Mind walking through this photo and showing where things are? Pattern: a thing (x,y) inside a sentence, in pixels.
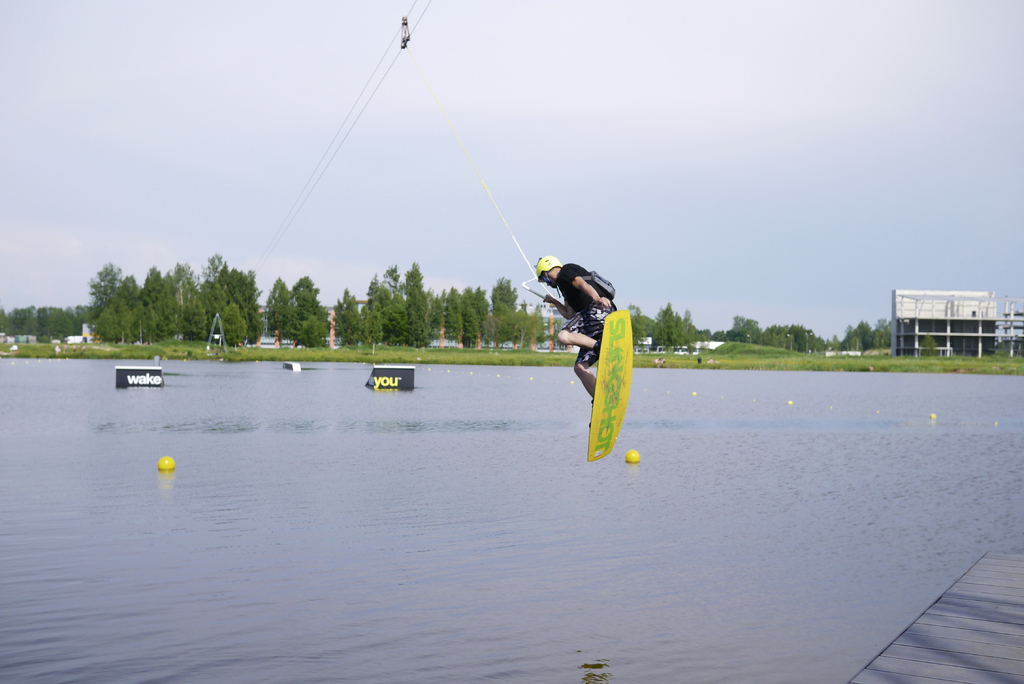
In the center of the picture (608,307) we can see a person (594,309) doing wakeskating. In this picture there is a water body (367,426). In the middle of the picture (492,345) there are trees (526,323), buildings (968,320), vehicles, grass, and other objects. At the top (540,128) it is sky (864,177).
